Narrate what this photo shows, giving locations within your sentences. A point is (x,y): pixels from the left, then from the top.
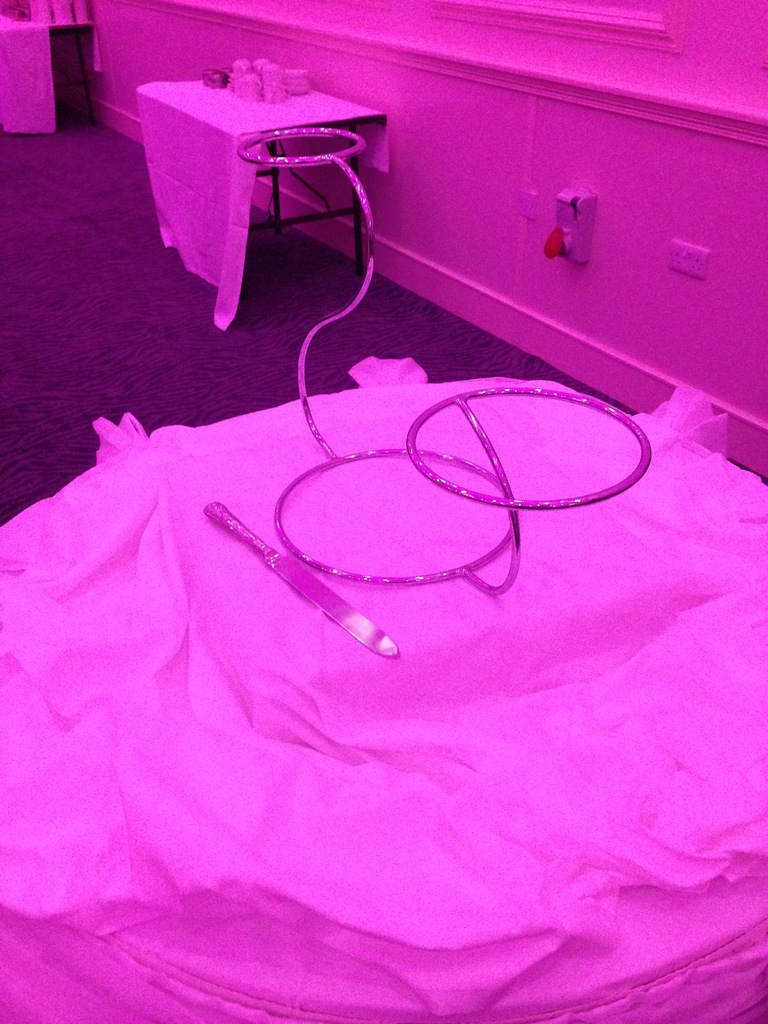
In the center of the image (315,580) there is a knife (297,575) and some objects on the cloth (423,639). In the background of the image (381,135) there is a table (232,112) on which there are objects (260,98). There is a wall (484,124). At the bottom of the image (716,837) there is cloth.
